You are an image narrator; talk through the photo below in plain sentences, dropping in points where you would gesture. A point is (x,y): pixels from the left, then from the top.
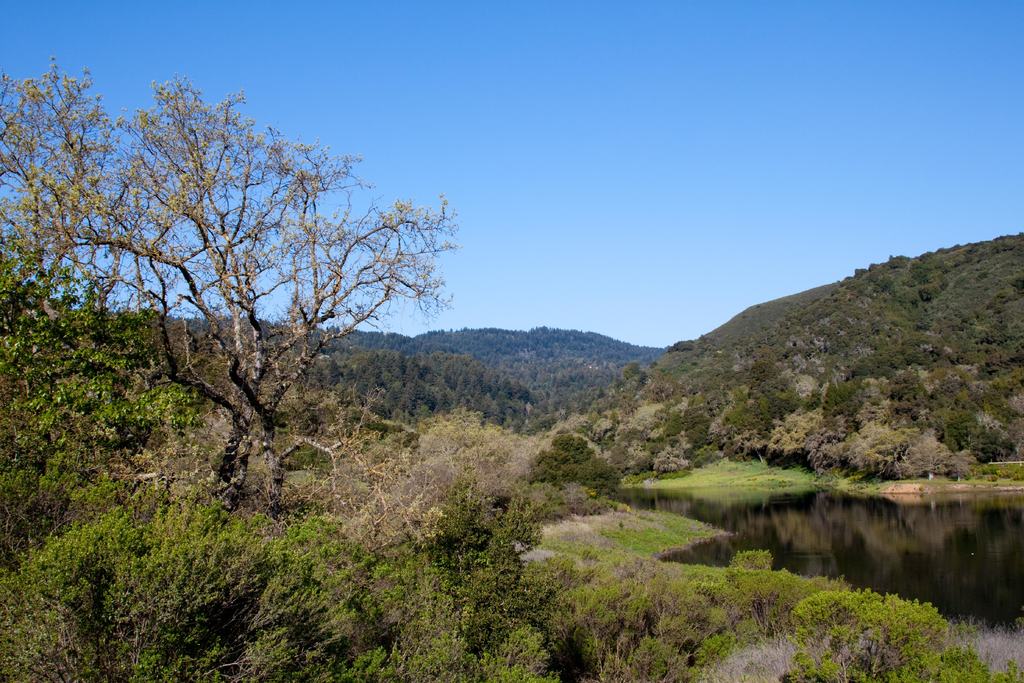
In this picture we can see water (791,548), trees (579,427), mountains (972,323) and in the background (655,170) we can see the sky (579,170).
